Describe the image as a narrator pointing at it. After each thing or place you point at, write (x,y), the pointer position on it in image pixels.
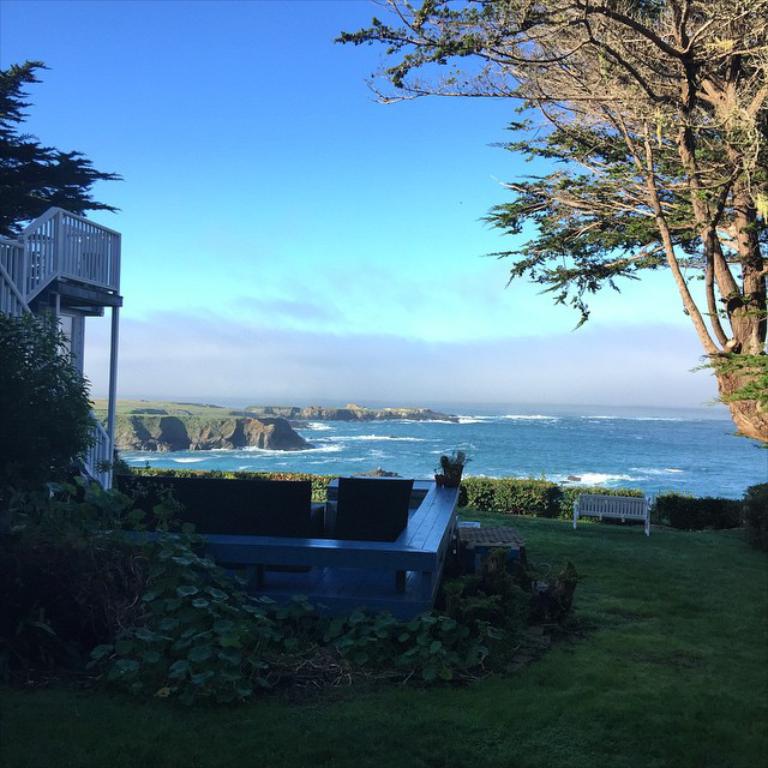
In this image we can see grassy land (311,706), plants (307,625), trees (9,186), benches (647,520), chair (266,509), railing (33,237), pole (113,380) and sea (507,445). The sky (363,194) is in blue color with some clouds (301,374).
